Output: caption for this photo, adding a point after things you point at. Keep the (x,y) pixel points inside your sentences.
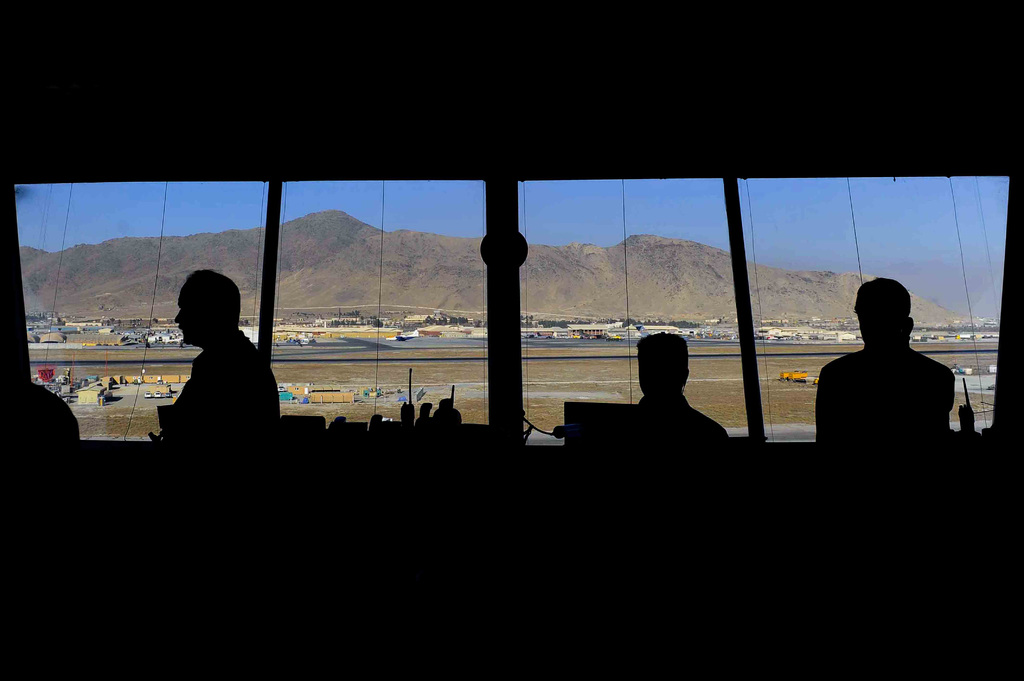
At the bottom (609,562) the image is dark. Here we can see few persons (898,338), vehicles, glasses (109,402), and a mountain (602,304). In the background (934,249) there is sky (568,209).
